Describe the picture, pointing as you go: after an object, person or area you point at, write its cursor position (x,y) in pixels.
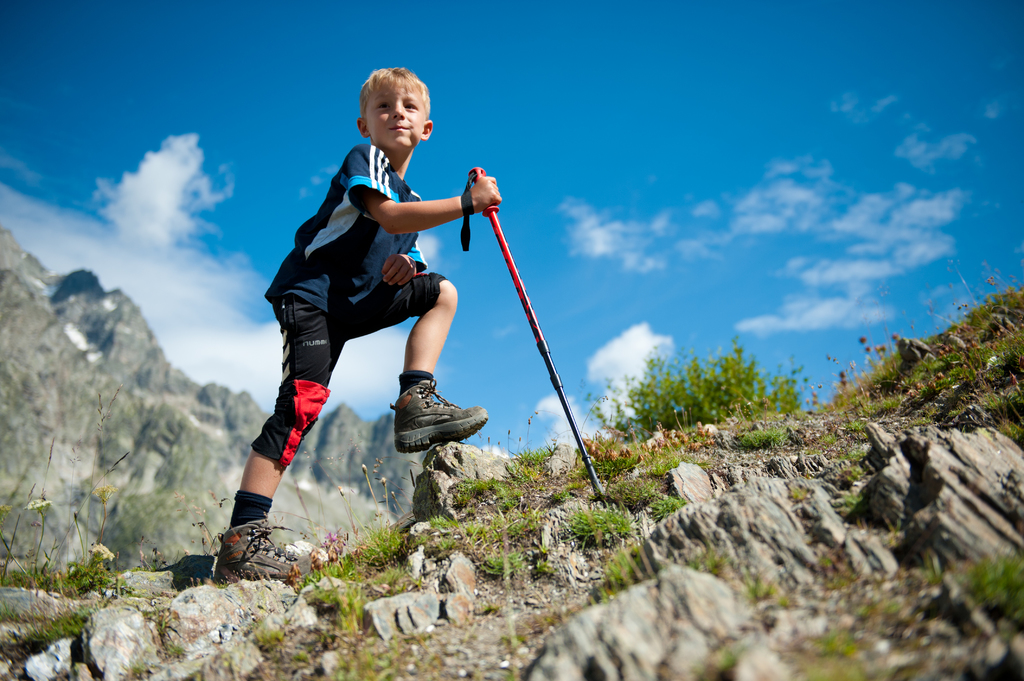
In this picture I can observe a boy (348,257) holding a stick (477,175) in his hand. He is standing on the rocks (428,505). There are some plants (680,397) on the right side (698,377). In the background (77,280) I can observe hills (109,364) and some clouds (224,293) in the sky (668,183).
